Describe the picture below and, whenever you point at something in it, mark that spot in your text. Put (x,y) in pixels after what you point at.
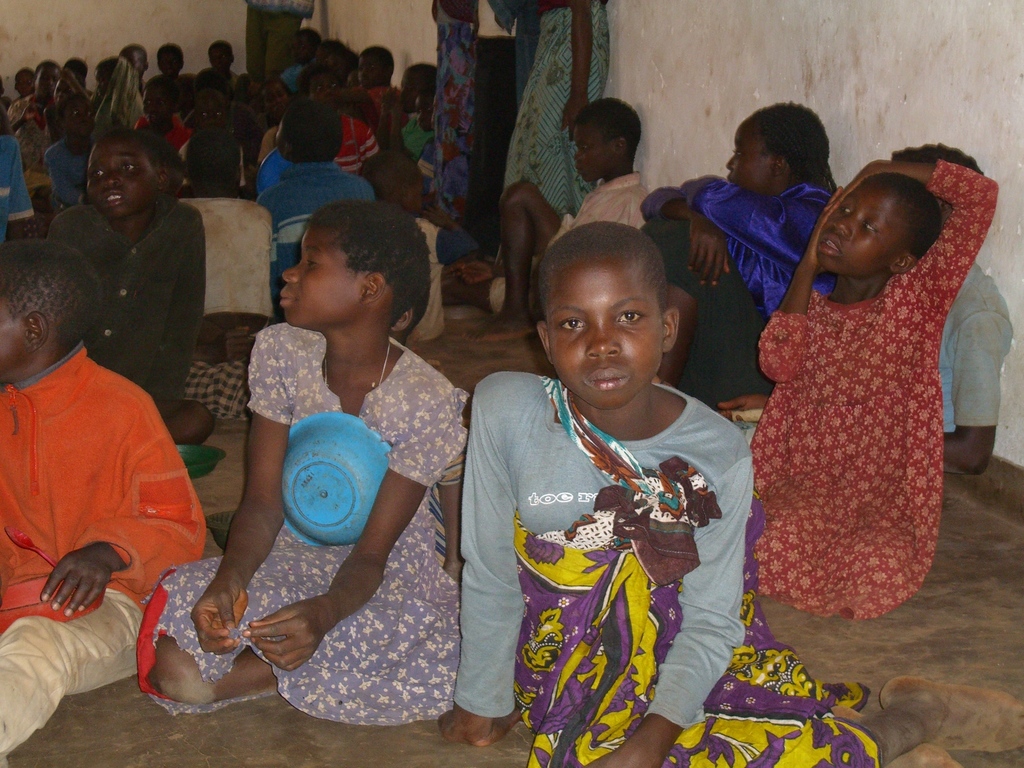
In this image we can see there are a few people (170,130) sitting on the floor (431,742) and few (272,22) are standing. In the background (697,74) there is a wall (726,85).
